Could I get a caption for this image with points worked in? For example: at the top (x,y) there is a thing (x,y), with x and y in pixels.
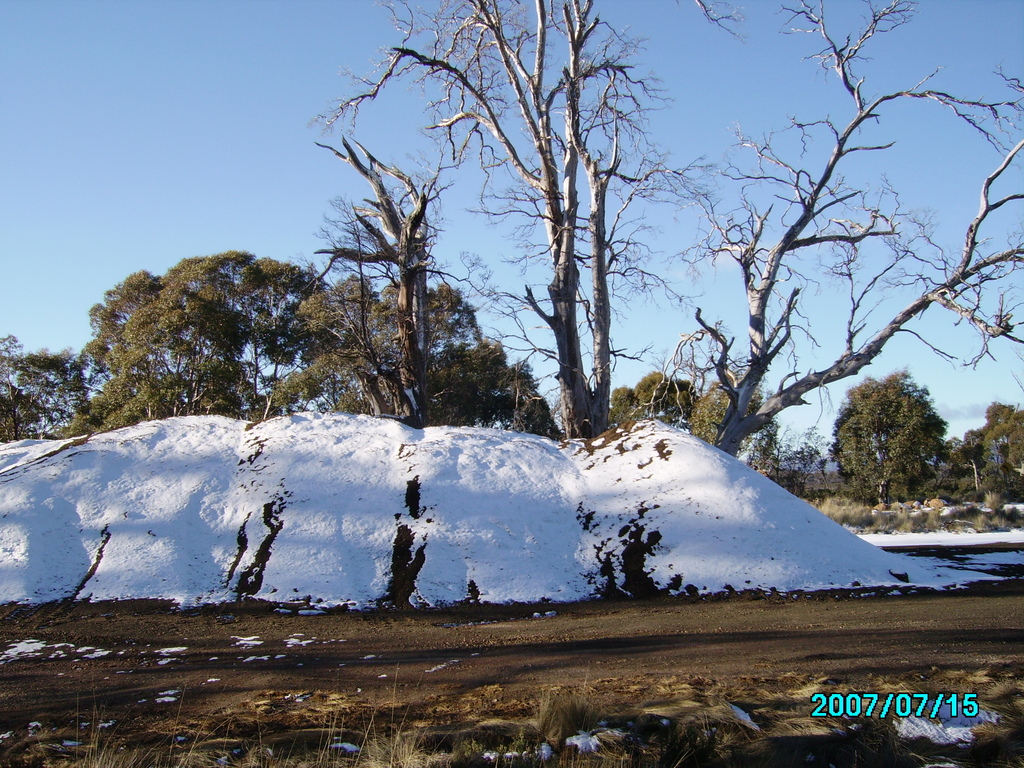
In this image, we can see snow (8,576), trees (1023,486), plants (556,746), grass (652,736). Background (805,322) there is a sky (811,362). Right side (850,711) bottom corner, we can see watermark (892,712). It represents date (891,703).
